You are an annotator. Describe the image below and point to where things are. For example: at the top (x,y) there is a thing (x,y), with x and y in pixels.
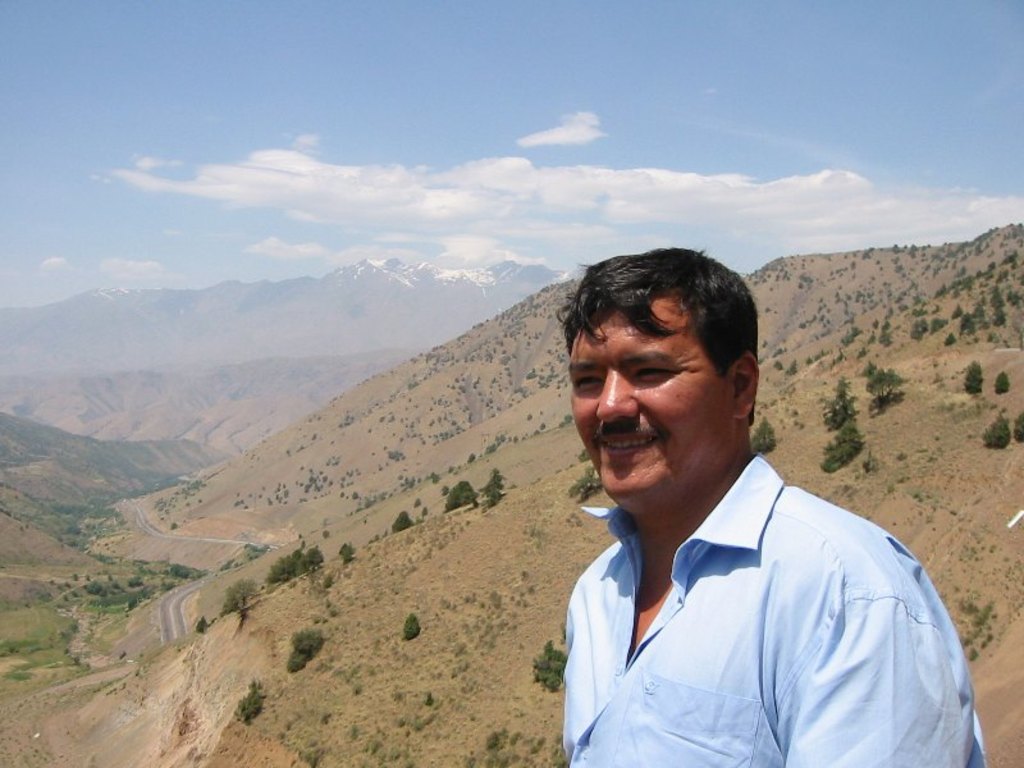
In this image I can see a person (735,566) wearing blue colored shirt (770,614) is smiling. In the background (508,436) I can see few mountains (543,460), few trees (841,453) on the mountains (526,422), the road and the sky (453,96).
